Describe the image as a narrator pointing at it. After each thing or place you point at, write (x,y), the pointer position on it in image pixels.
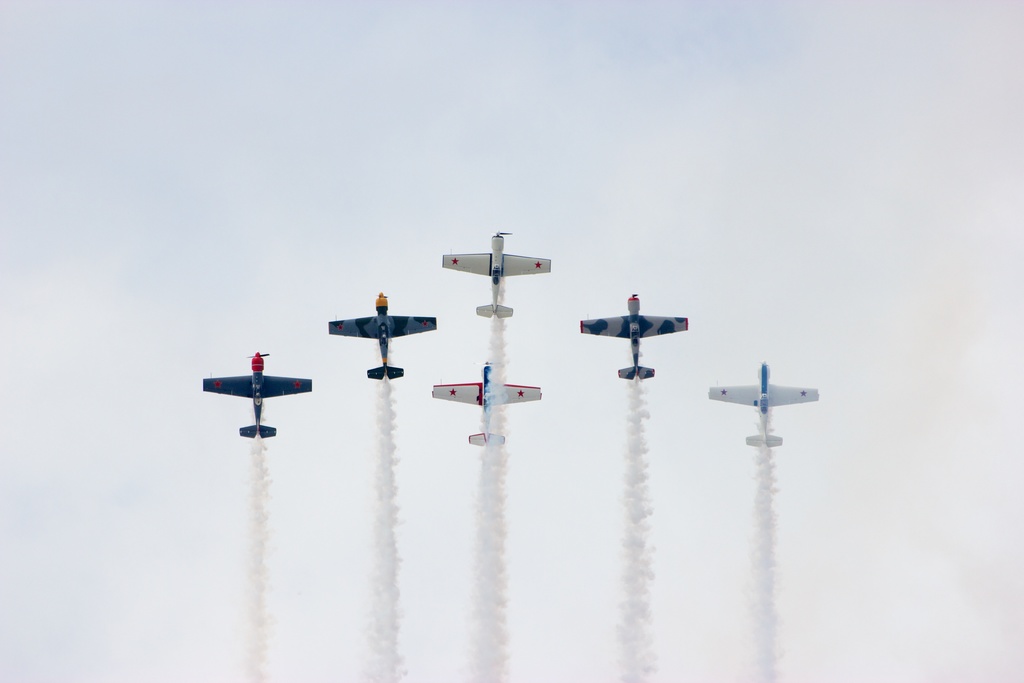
In the middle of the image (377,448) we can see some planes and air pollution (262,475). Behind the planes (259,430) we can see some clouds (103,34) in the sky (80,53).
